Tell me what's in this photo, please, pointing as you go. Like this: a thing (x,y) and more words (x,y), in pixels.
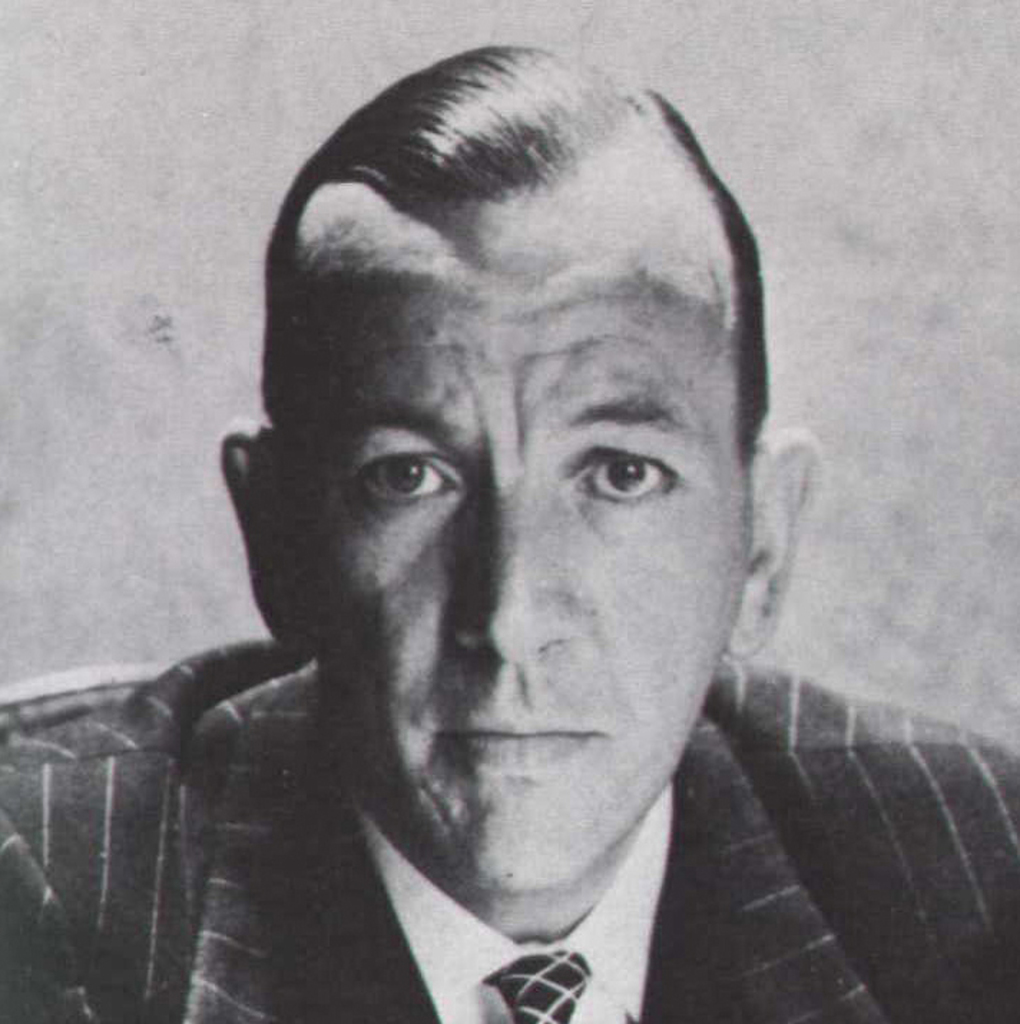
It looks like a black and white picture. We can see a man (431,726) in the blazer (120,1010).
